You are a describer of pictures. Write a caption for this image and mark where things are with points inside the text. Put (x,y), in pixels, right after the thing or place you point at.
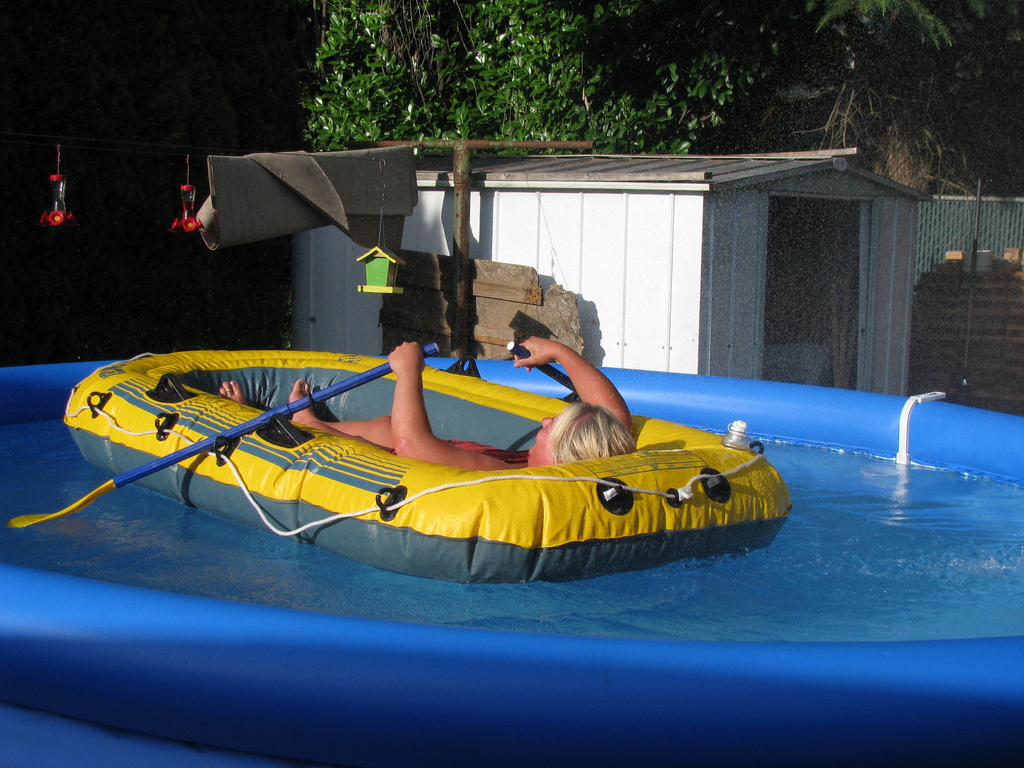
In this image there is a person (398,361) in the swimming bed (351,407), the swimming bed (367,511) is in the pool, a booth (907,245), a fence (988,223), trees (106,200), few objects (184,200) hanging to a rope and a gray color folded cloth (261,225).
